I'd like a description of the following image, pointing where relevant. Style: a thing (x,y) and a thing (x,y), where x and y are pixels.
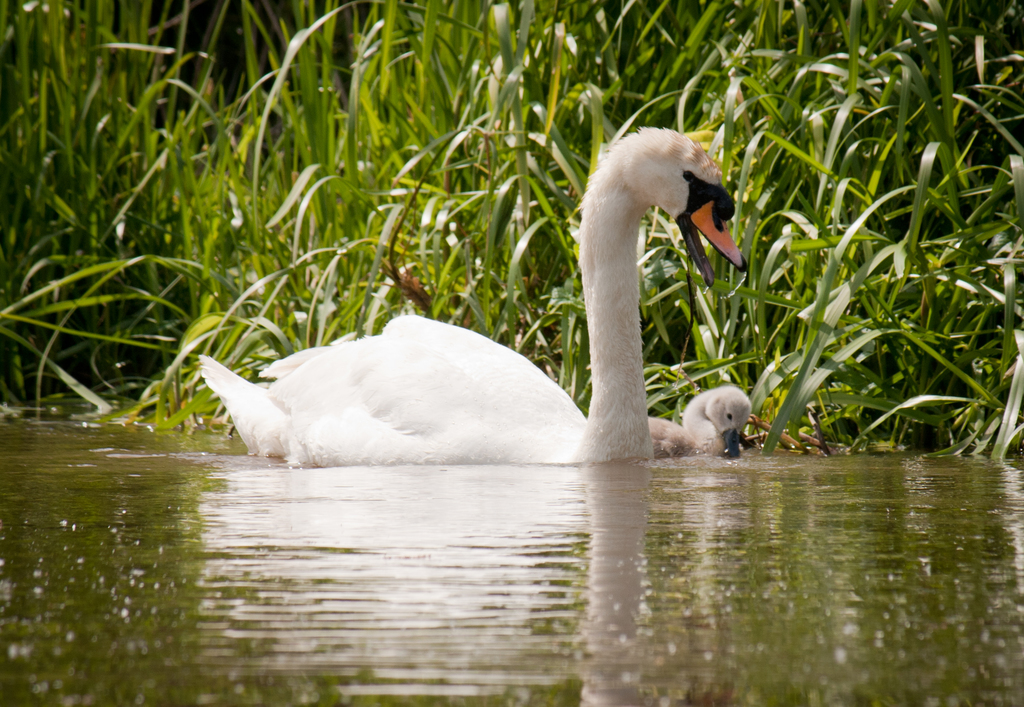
In this image in the front (352,546) there is water (382,538) and in the center (519,376) there are birds (598,391) in the water (316,637). In the background (887,128) there are plants (499,111).
